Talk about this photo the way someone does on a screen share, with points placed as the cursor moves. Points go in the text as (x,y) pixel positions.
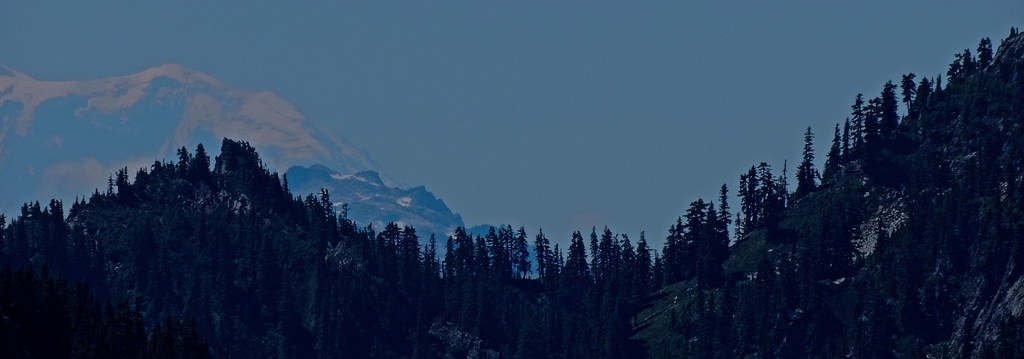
In this image there are trees (357,279) on the mountains (655,295). In the background (368,187) there are mountains (249,113). At the top (555,75) there is the sky (624,95). At the bottom (161,304) the image is dark.
